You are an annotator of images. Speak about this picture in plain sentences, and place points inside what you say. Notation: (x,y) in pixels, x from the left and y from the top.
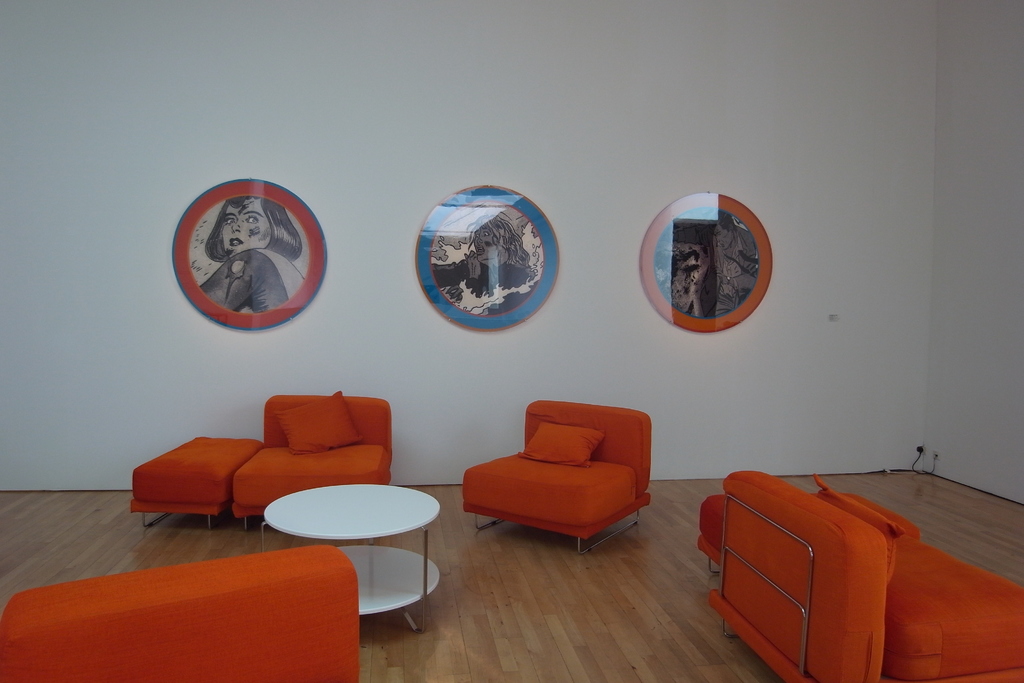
There are sofa chairs (606,463) in the room (547,680) and a table (364,574) photo frames (448,282) on the wall (337,241).
